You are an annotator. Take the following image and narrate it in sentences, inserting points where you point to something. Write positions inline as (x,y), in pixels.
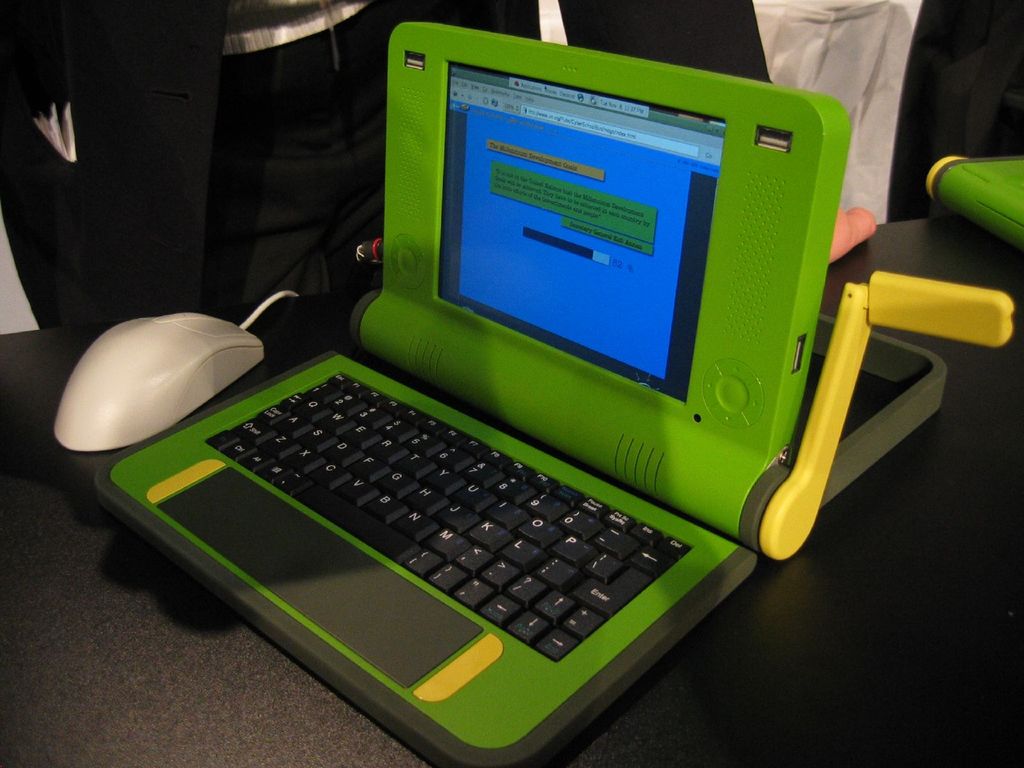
In this image there is a laptop (417,469) in the middle (417,448). Beside the laptop (482,377) there is a white mouse (105,399). In the background (228,82) there is a person (206,95) standing near the table (41,370) by wearing the black coat (138,101).
